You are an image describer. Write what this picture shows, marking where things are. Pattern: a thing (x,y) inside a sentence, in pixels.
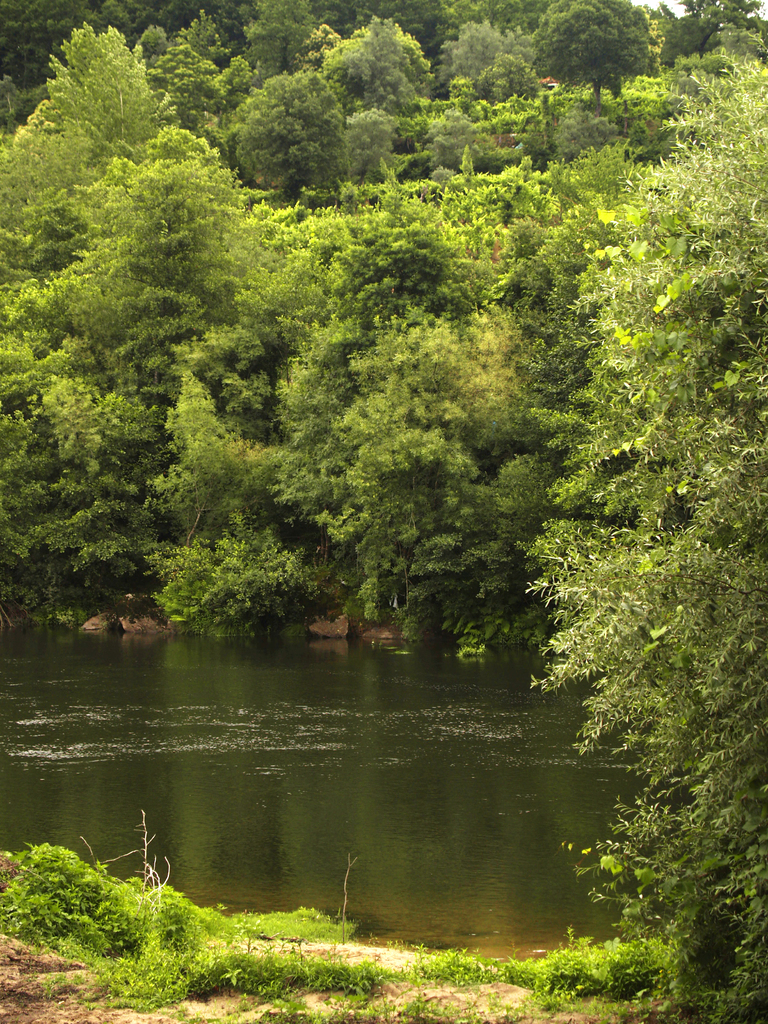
On the right side (727,764), there is a tree (733,299) on the ground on which, there are plants (230,938) and grass (198,957). In the background (221,712), there is water (308,743) of a river (527,664), there are trees (226,164) and plants (312,552).
